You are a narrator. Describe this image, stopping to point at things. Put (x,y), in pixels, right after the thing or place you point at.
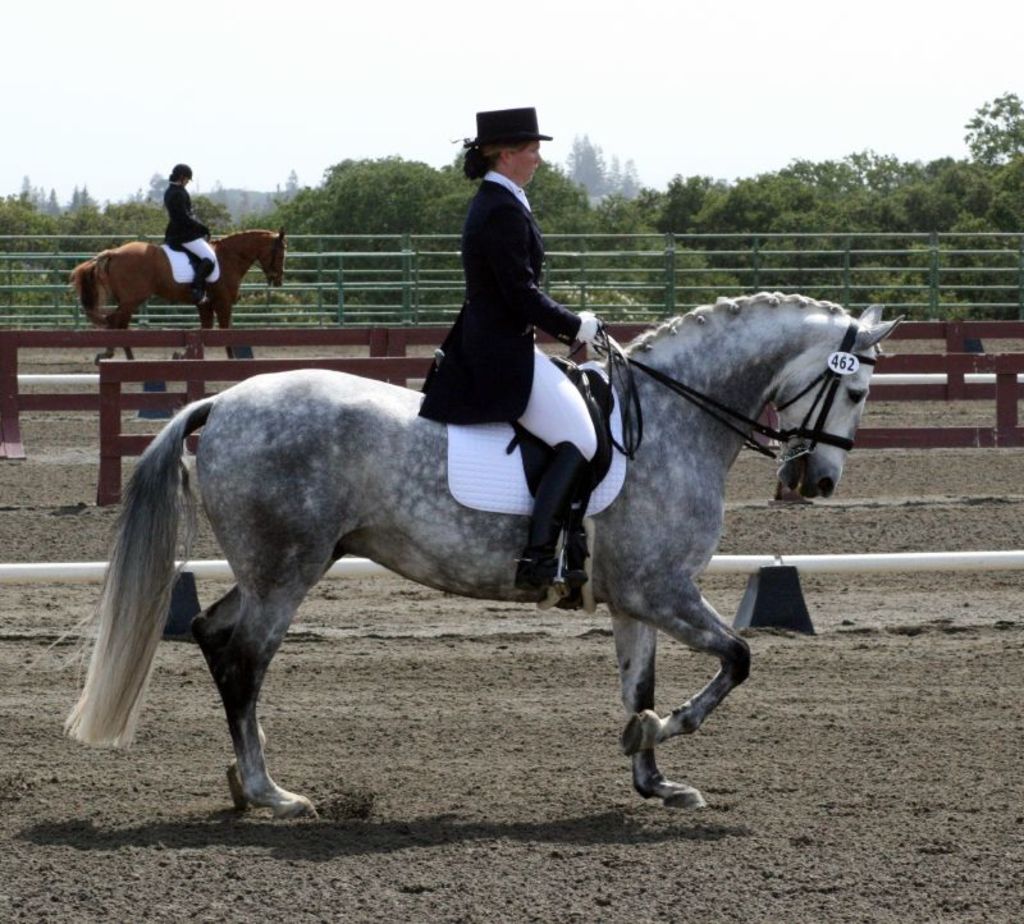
In this image I can see two women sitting on two different horses (209,321). I can see the grills (78,254) behind them, trees (380,181) after grills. At the top of the image (634,146) I can see the sky (233,36). I can see some wooden partitions (216,366) on the ground (47,441).
